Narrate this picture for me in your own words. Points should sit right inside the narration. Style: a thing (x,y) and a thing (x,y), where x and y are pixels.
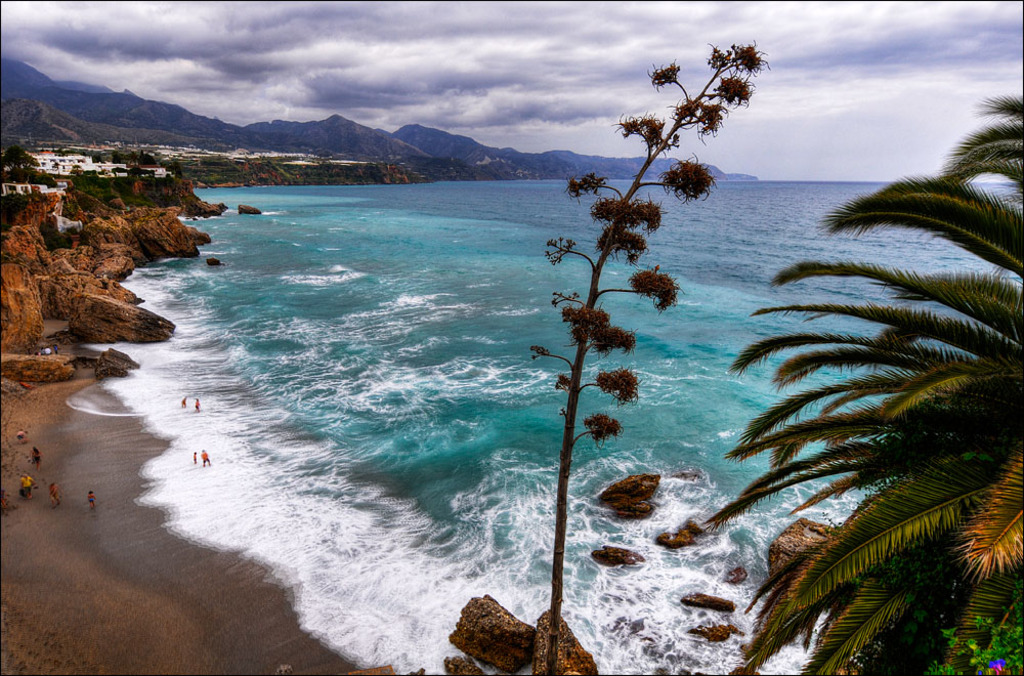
In this image I can see the ground (105,551), few persons (56,496) standing, the water (398,375), few rocks (101,271), few buildings (50,192) and few trees (11,154). In the background (664,23) I can see few mountains (389,145) and the sky (543,99).
